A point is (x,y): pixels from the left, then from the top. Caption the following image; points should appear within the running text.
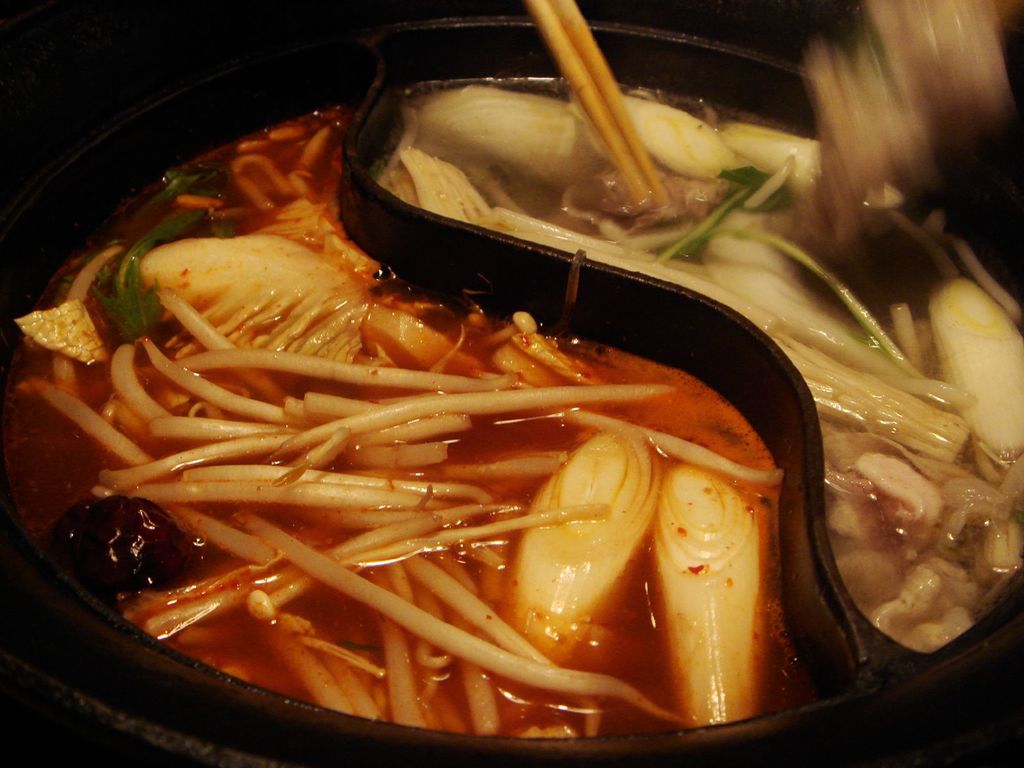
In this picture we can see a dish (448,552). On the left side (316,466) there is a noodles (317,425), greens (148,288) that is mixed with water (726,432). On the right (734,274) there is a vegetables (557,142). On the top (599,66) there is a chopsticks (612,117).
